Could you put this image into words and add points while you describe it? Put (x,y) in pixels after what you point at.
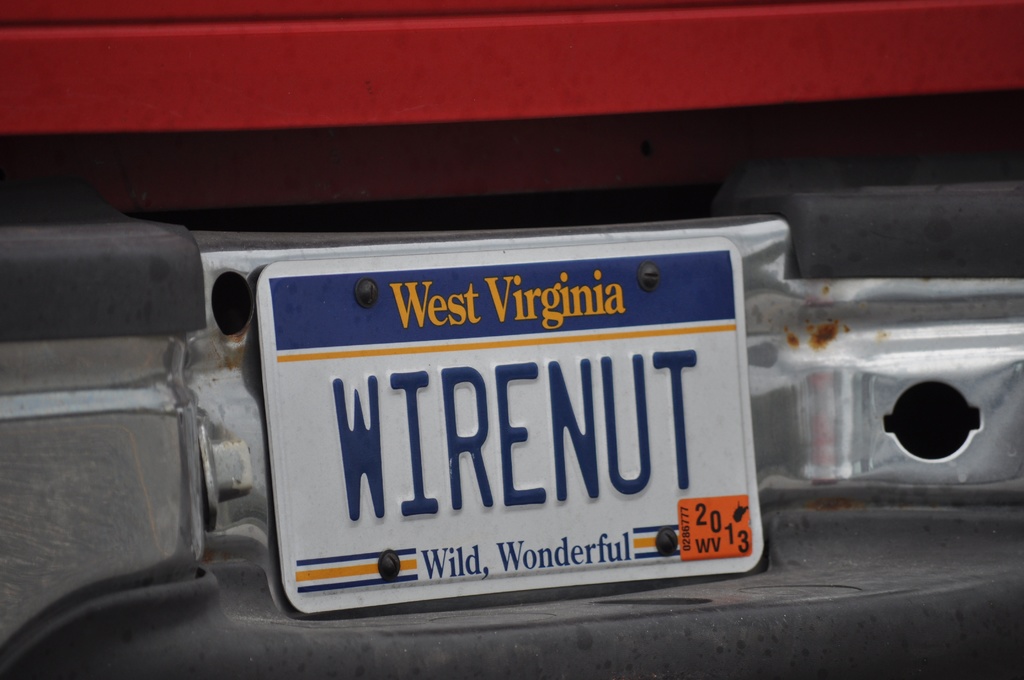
In the picture we can see a backside part (830,645) of the car (945,38) with a board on it we can see a name west Virginia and wire nut, wild wonderful.
